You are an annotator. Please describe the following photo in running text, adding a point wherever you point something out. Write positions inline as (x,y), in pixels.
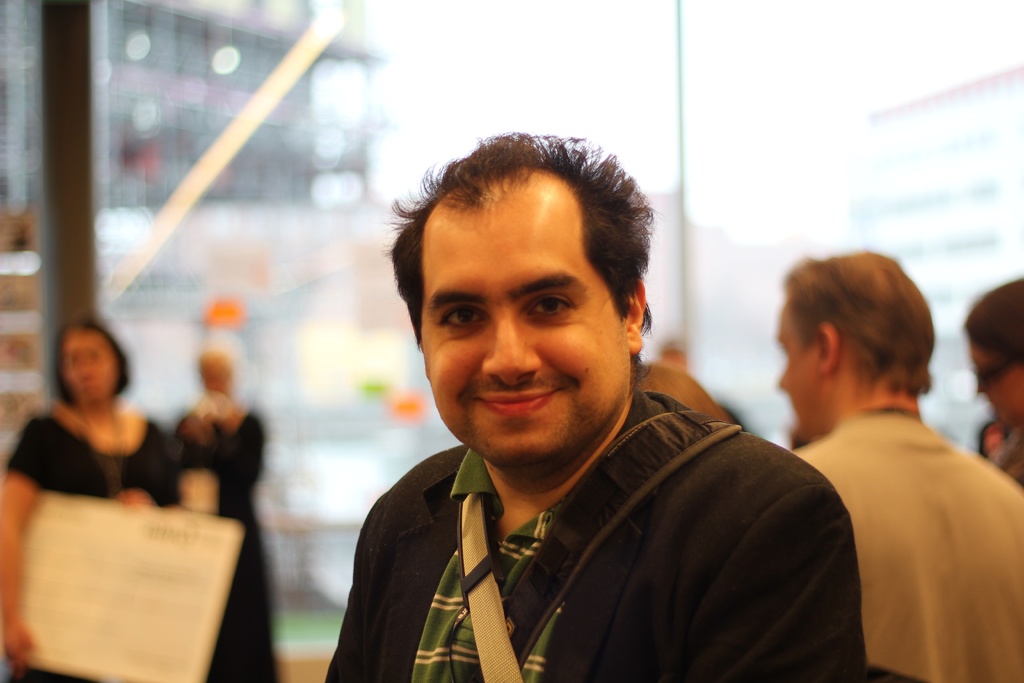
In this picture there are people (541,399), among them there's a man (540,461) smiling. In the background of the image (693,108) it is blurry.
